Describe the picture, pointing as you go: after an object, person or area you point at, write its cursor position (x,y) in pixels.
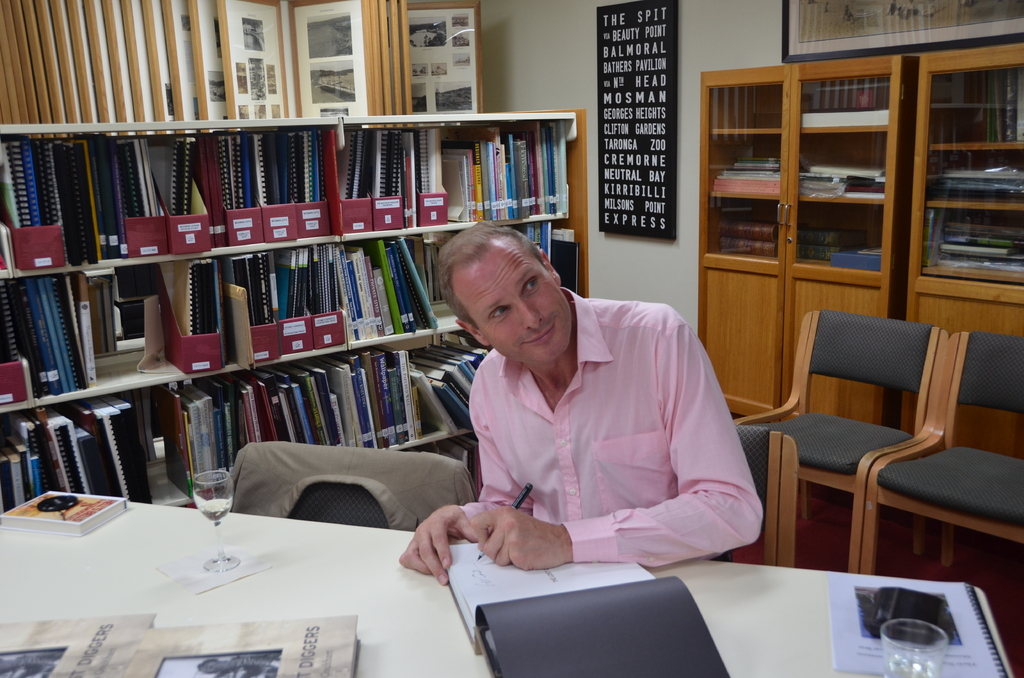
In the foreground of this image (452,626), there are books (210,628) glasses (896,644), a black object (919,615) and a tissue (210,575) on the table (359,603). In the middle (569,360), there is a man (574,492) sitting and holding a pen (522,496). Beside of him, there is a coat (371,475) on a chair (350,503). Behind him, there are books (323,192), files (422,208) and few objects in the shelves (578,210) and cupboards (919,141). We can also see frames (620,112) on wall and two chairs (914,430) on the right (899,454).
